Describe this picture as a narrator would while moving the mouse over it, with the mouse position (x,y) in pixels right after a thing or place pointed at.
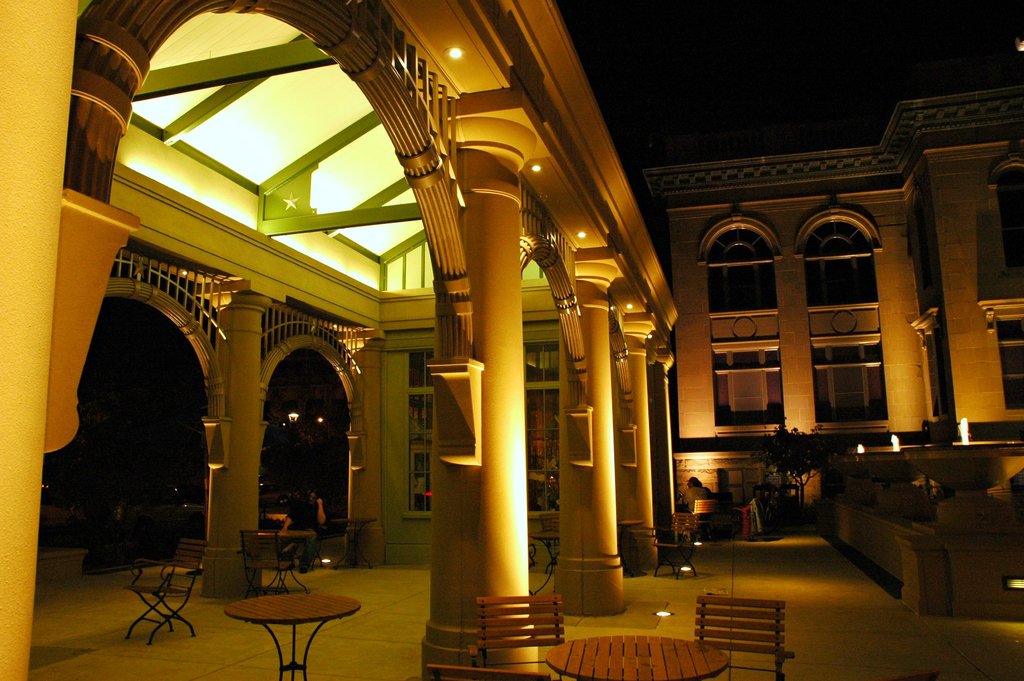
In this image in the middle (372,362), there are pillars (365,450), lights (291,416), tables (326,613), chairs (545,676), floor (348,650). On the right (699,493) there are some people (689,495), plants (806,470), lights (963,438), building (932,368), windows (845,295).
